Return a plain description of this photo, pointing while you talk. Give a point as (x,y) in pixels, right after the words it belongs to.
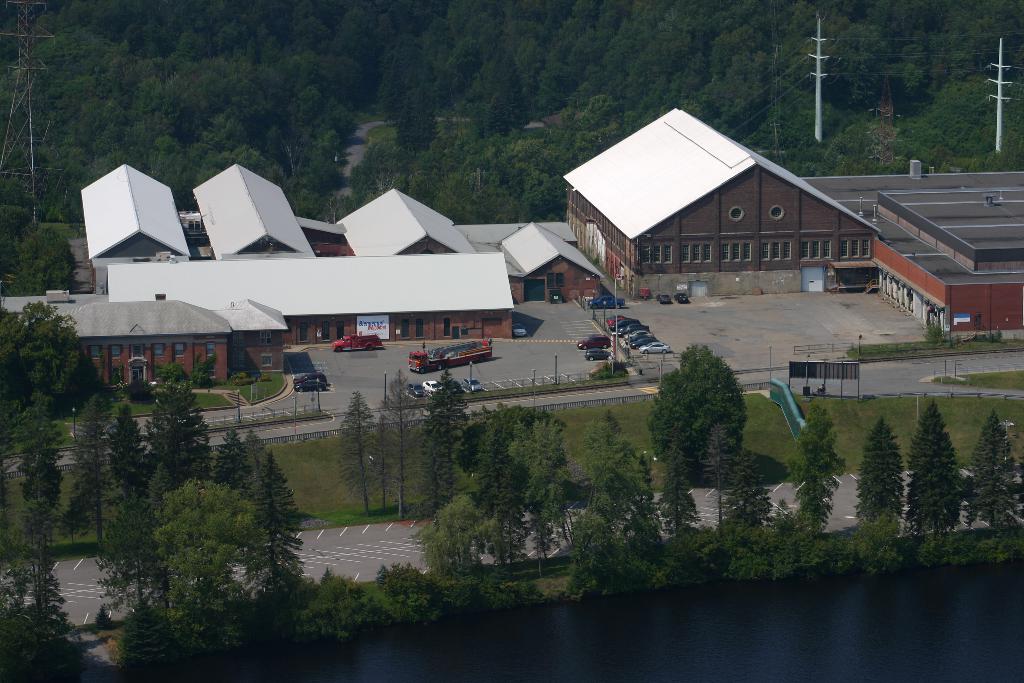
In this picture there are buildings (715,292) and trees (616,483) and there are vehicles (429,366) on the road (415,416) and there are street lights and there are wires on the poles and there is a tower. At the bottom (284,470) there is grass (631,416) and there are roads (891,387).
